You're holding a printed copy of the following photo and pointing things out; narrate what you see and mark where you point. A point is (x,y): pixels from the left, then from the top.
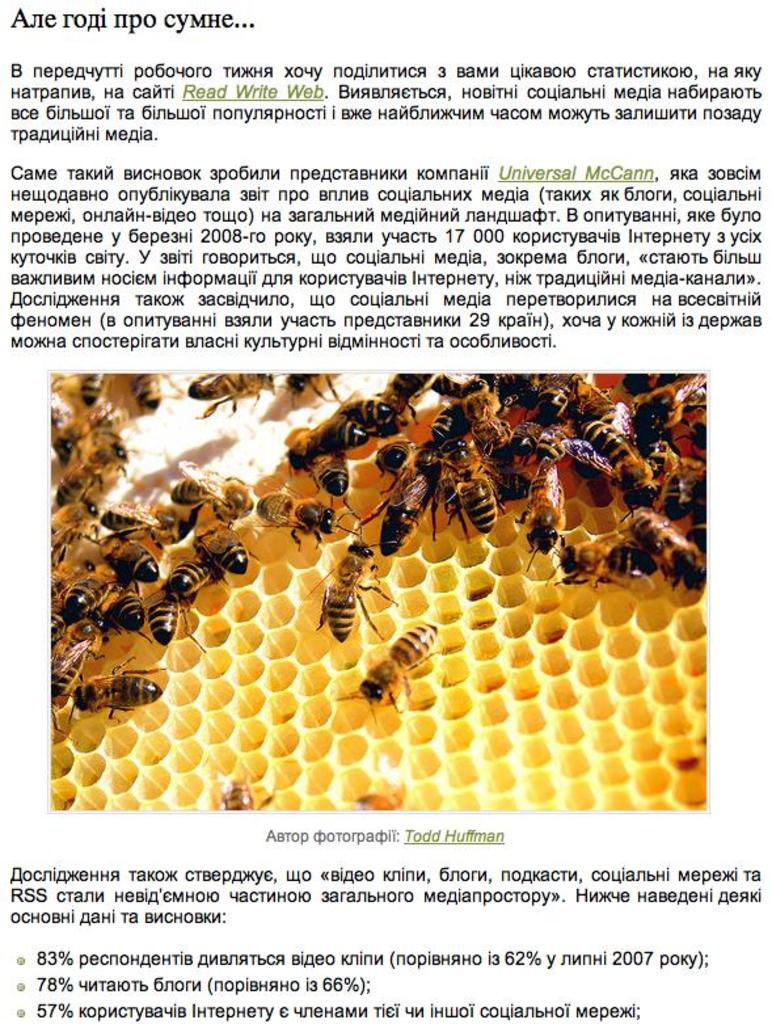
This image consists of a picture of honeycomb (474,730) along with honeybees (364,544). At the top (483,163) and bottom, there is a text (154,965).
